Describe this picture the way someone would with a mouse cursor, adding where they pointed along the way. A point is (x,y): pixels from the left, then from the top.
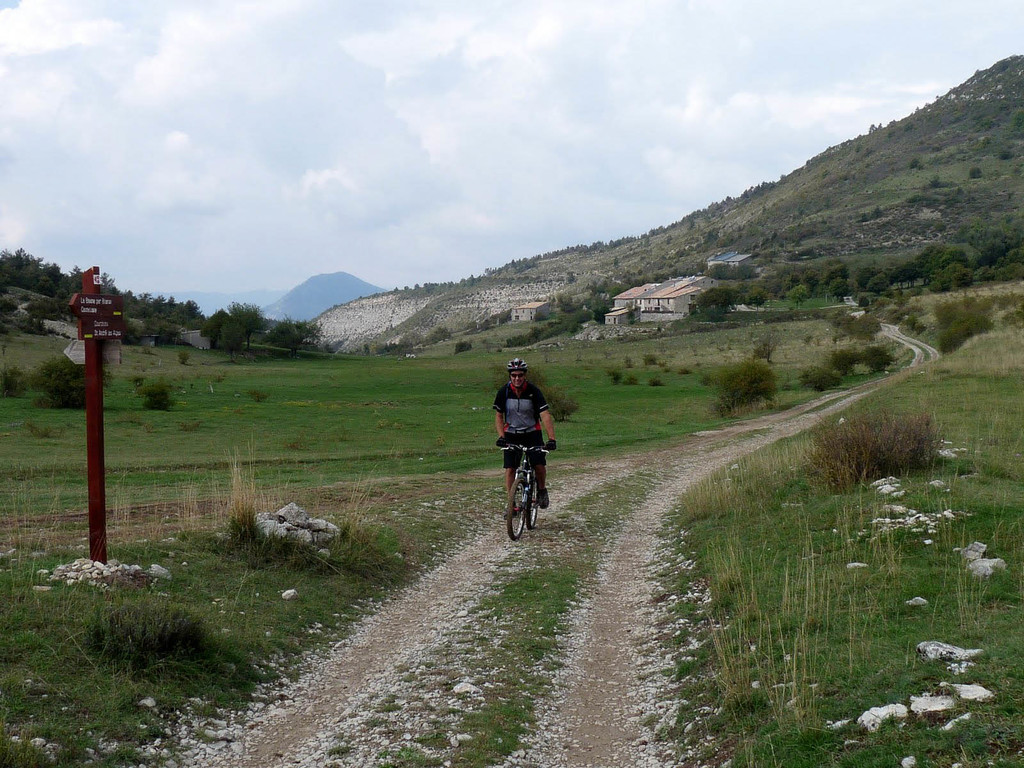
In this picture I can see the path (553,583) on which I see a man (522,435) who is on the cycle (522,458) and I see the grass (325,406) and plants (160,387) on both the sides and on the left side of this image (101,465) I see a red color pole (94,452) and in the background (142,293) I see the buildings (690,286), trees (720,277) and the sky (511,81).
